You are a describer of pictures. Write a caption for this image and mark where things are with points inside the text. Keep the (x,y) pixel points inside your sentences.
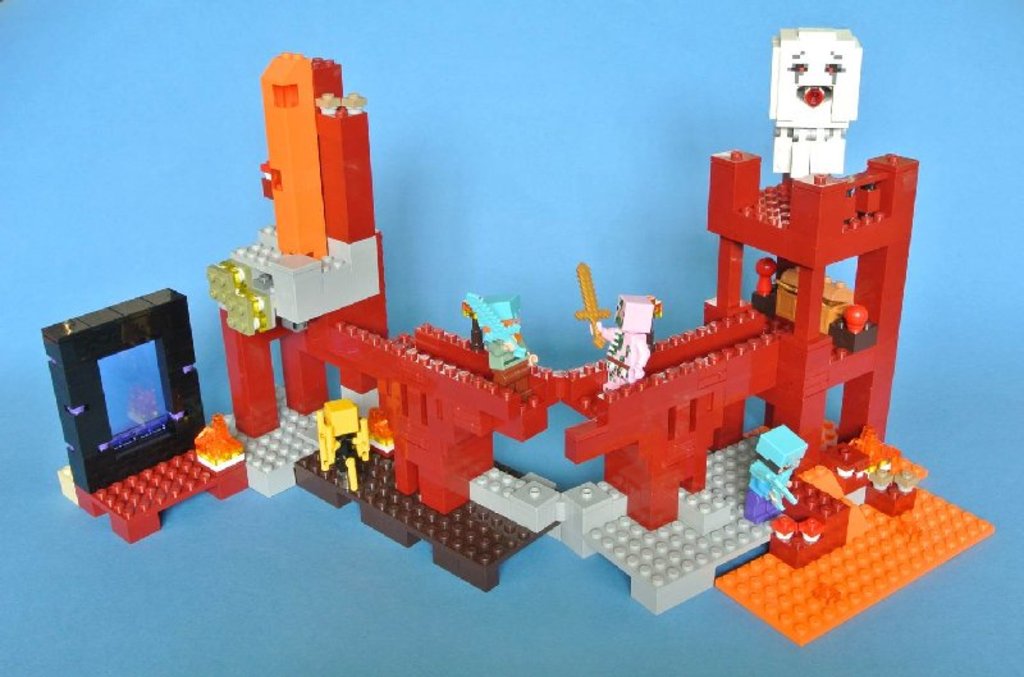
In this image I can see a lego structure (265,421) which is red, orange, white, blue and black in color. I can see the blue colored background (525,229).
